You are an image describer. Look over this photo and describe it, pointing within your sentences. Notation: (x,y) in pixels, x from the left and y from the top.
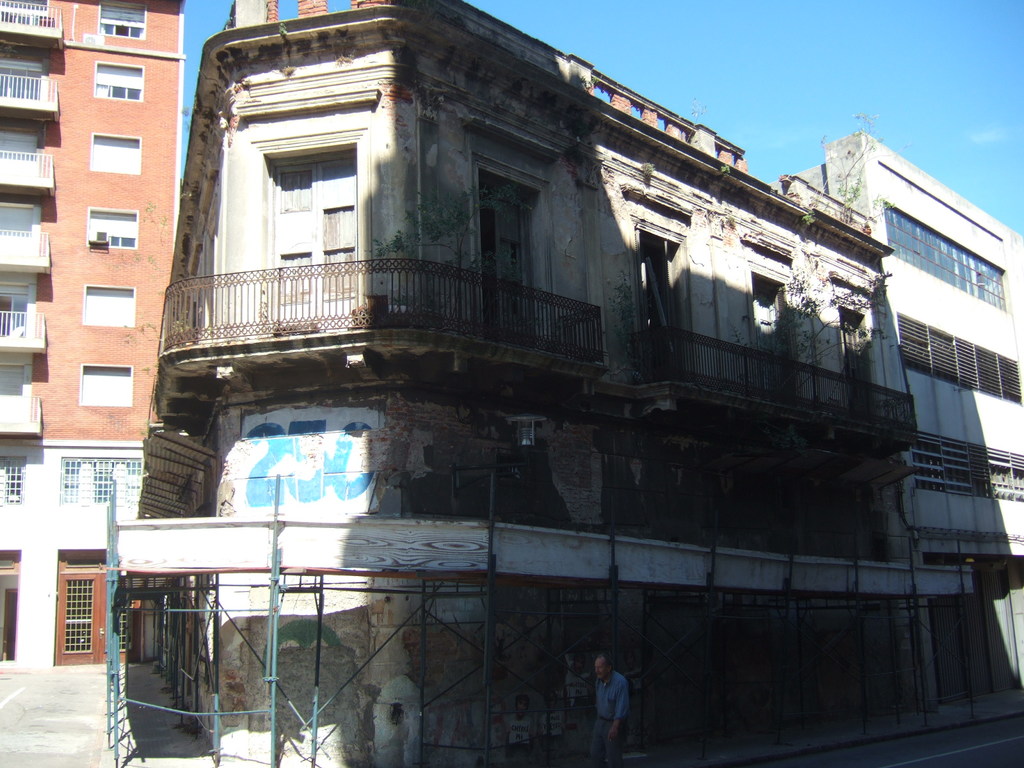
In the picture we can see an old building (364,732) with a floor (926,759), doors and railings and near to it, we can see a person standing and besides, we can see some new buildings (60,545) with windows (132,221) and railings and in the background (959,60) we can see a sky (745,59).
